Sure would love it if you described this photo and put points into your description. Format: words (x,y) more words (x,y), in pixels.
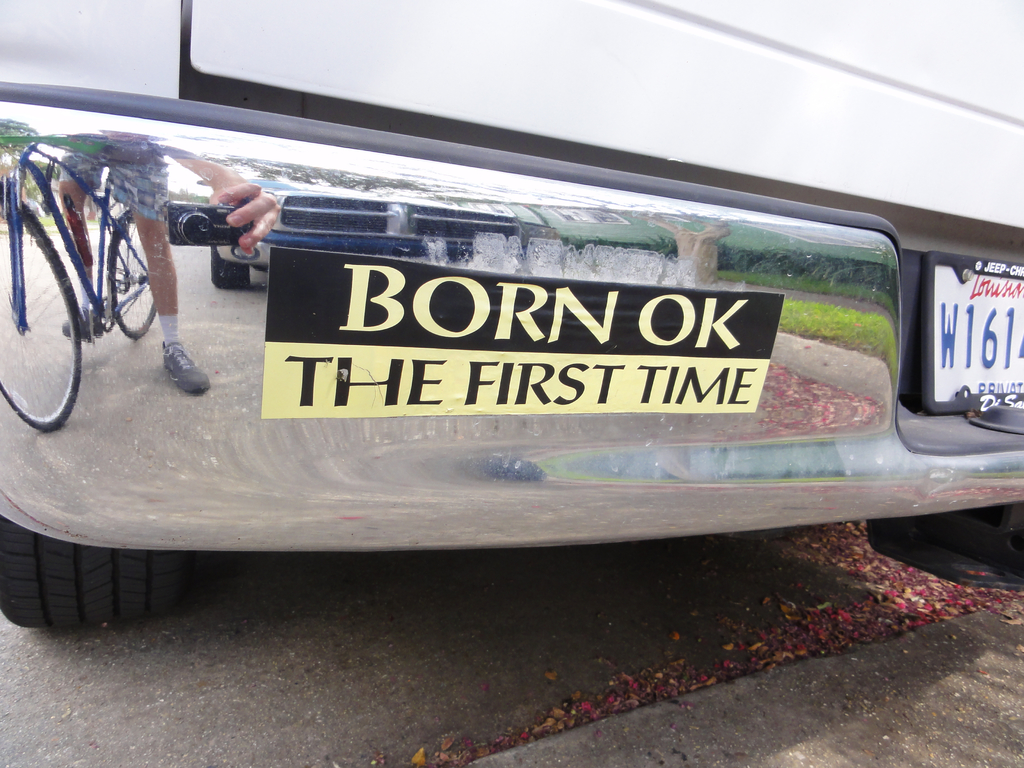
In this image we can see a vehicle (392,4), on that we can see a poster (573,326) with text (507,377) on it, there is a number plate (993,340), also we can see the reflection (248,253) of a car (310,245), and the person (161,269) on the bicycle (140,260), on the car (291,230), and the person (256,191) is taking picture using a camera (216,232).
